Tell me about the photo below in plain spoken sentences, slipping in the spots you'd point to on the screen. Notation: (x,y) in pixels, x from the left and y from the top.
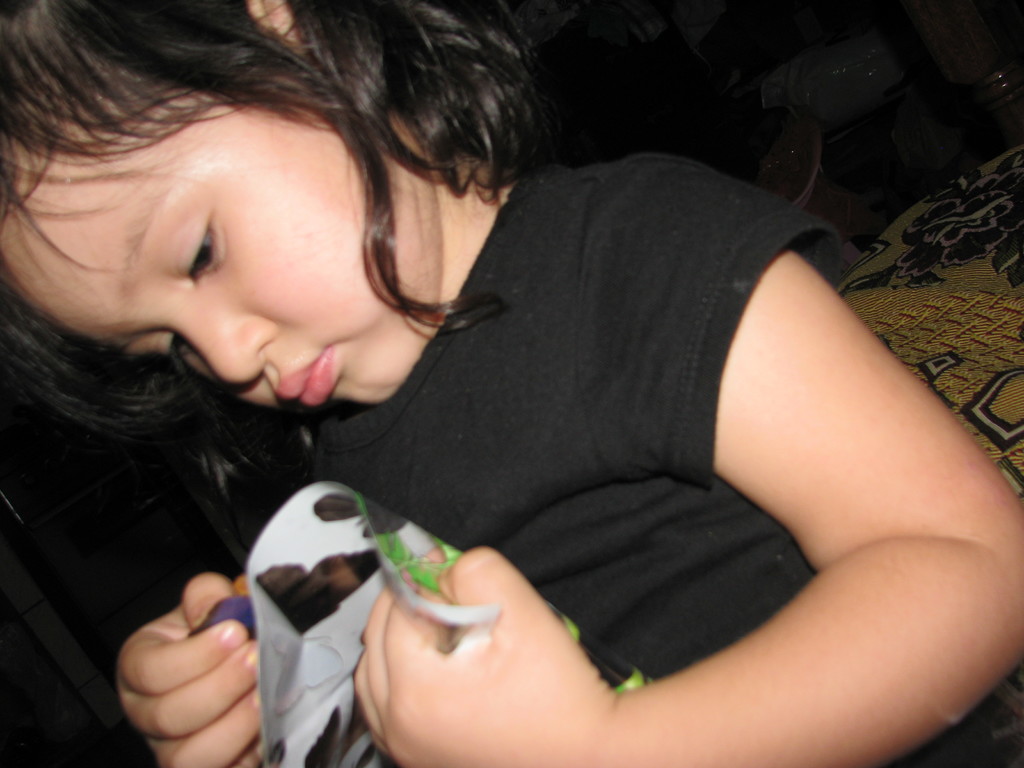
In this image we can see a person (598,510) and the person (378,619) is holding an object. On the right side (942,303), we can see a cloth (947,242). The background of the image (646,10) is dark.
